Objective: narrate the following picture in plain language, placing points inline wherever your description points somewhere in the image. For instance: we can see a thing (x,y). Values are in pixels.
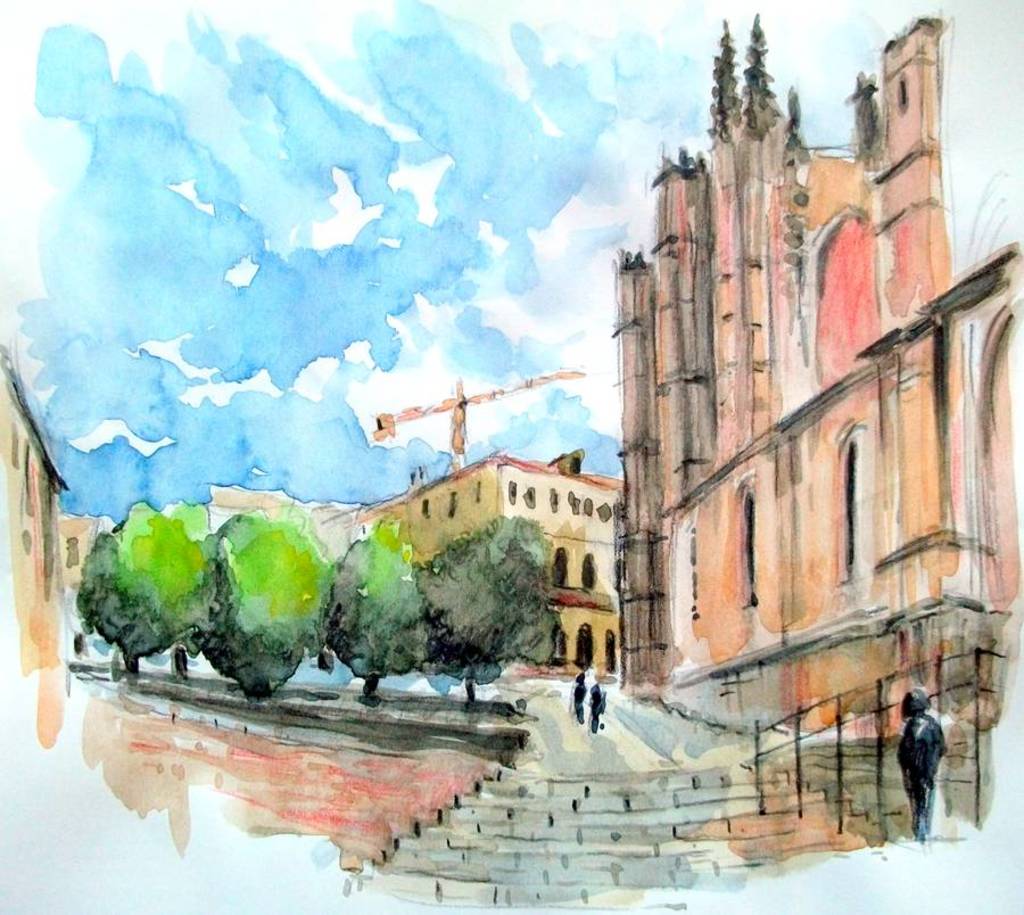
In the image there is a painting (335,459) of some buildings (630,541), trees (390,619) and few people (577,713).
